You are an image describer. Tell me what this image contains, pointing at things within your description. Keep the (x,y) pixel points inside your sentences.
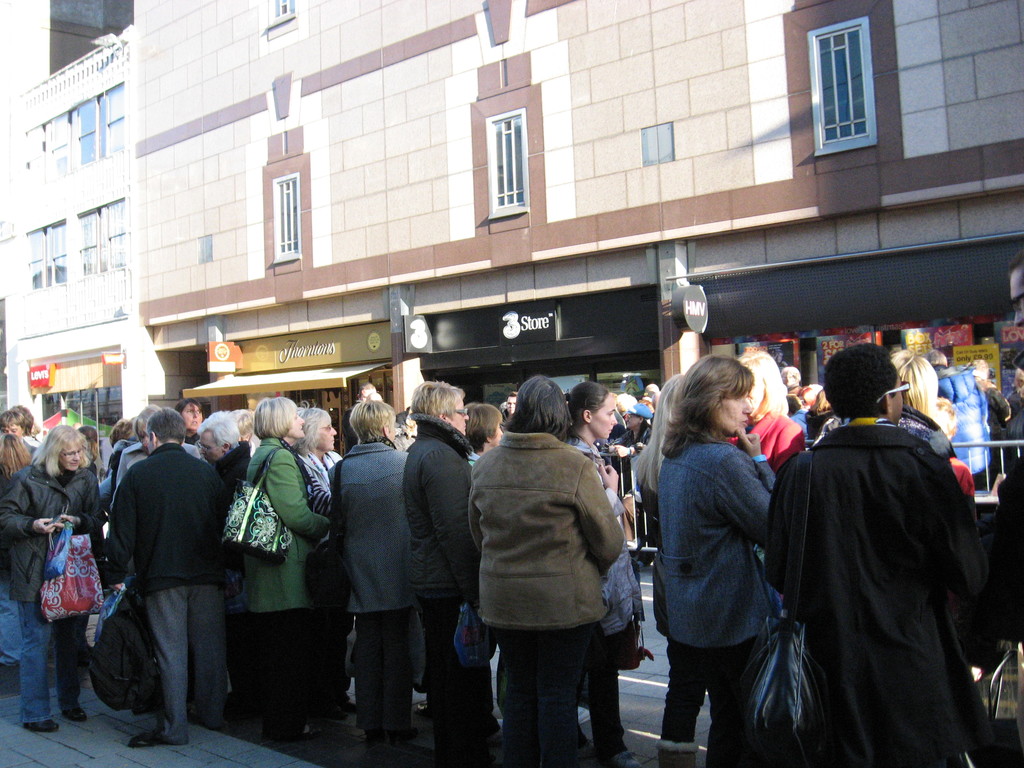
In this image we can see a few people (562,700) standing in front of the building (891,211) some of them are wearing handbag (270,516) and some of them are holding bags (76,575) and there are boards (278,360) attached to the building (883,298).
